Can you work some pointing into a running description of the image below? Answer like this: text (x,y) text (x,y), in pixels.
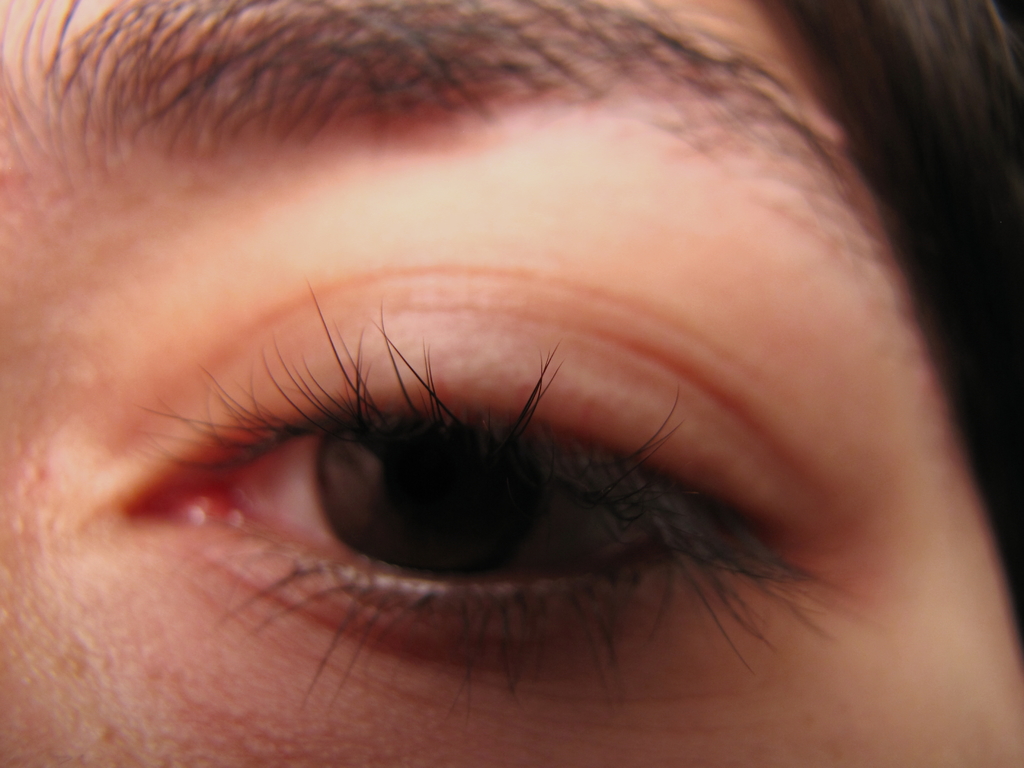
In this image we can see an eye (553,560) of a person (500,582).
